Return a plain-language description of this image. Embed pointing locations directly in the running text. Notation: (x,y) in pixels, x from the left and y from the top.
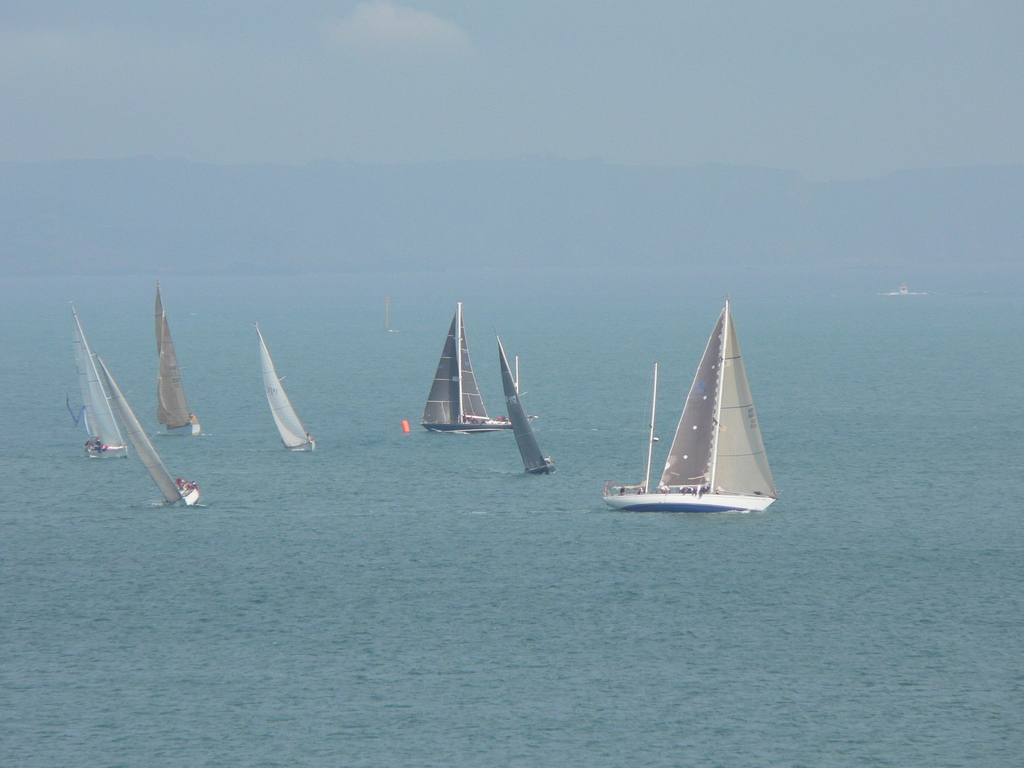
This picture is clicked outside the city. In the center (463,408) we can see the sail boats (145,444) and some other items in the water body (330,631) and we can see the person like thing (187,487) on the sailboat (180,489). In the background (342,200) we can see the sky (804,106) and some other items (148,232).
